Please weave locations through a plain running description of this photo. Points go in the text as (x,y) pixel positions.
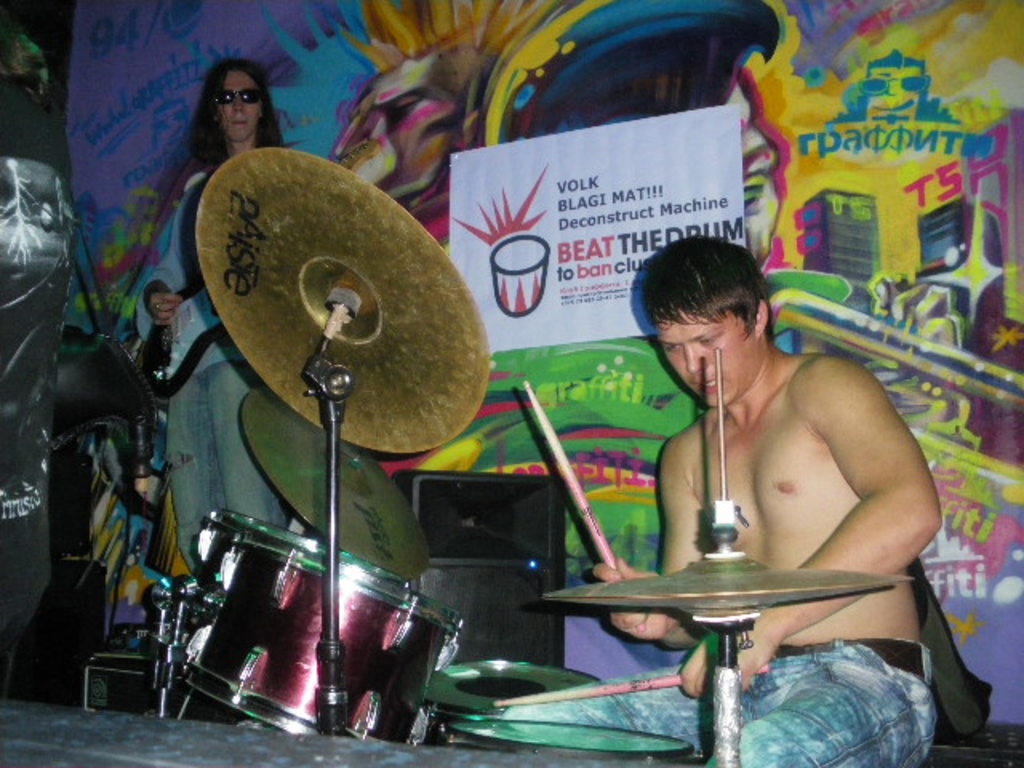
Here we can see a man (866,690) sitting on a chair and playing drums (599,599) and on the left side (199,444) we can see a man (260,113) standing and playing a guitar (183,320) behind both of them there is a colorful poster (573,155).
